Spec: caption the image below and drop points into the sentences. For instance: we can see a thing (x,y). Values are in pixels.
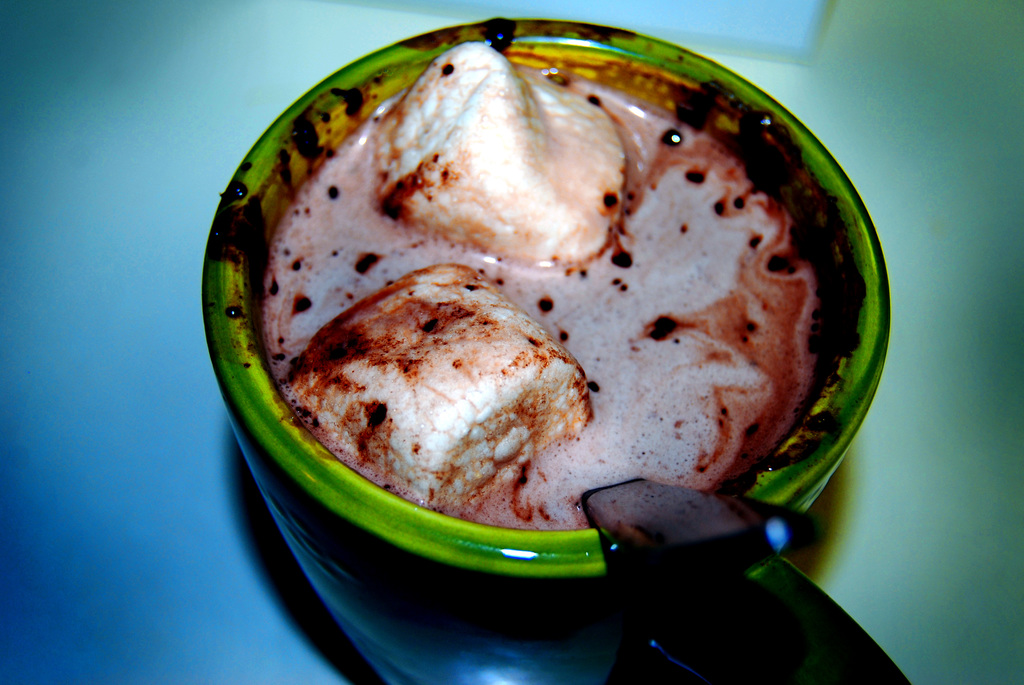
In this image I can see a food (608,302) in the cup (403,545). Food (273,358) is in white, cream and brown color. I can see a spoon (704,542) and background (131,209) is in blue color.
